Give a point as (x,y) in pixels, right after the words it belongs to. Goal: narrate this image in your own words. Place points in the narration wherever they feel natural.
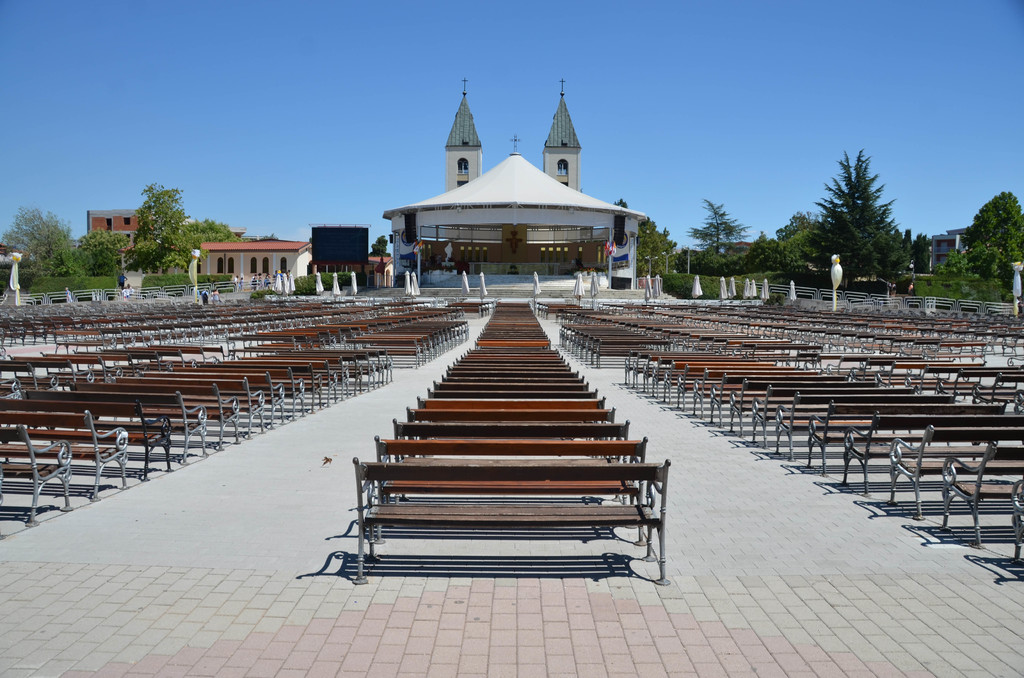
In the image we can see there are many benches (329,391), this is a building (512,281), trees (60,248), fence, pole (835,301), windows (283,259) of the buildings (268,266), floor (696,573) and a pale blue sky (582,88). This is a cross symbol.
